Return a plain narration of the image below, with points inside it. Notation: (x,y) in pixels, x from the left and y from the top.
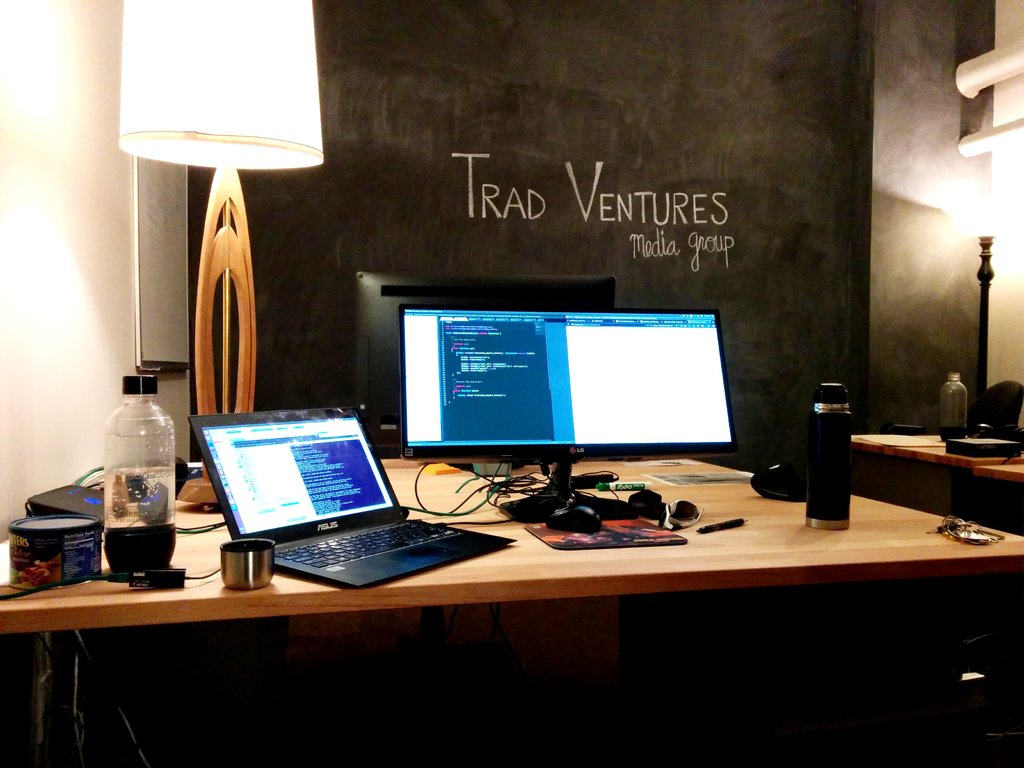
In this image i can see laptop (293,515), system (699,433), bottle (124,478) on the table (397,461) at the background of the image (452,266) there is a black board (781,138), lamp (239,230).
